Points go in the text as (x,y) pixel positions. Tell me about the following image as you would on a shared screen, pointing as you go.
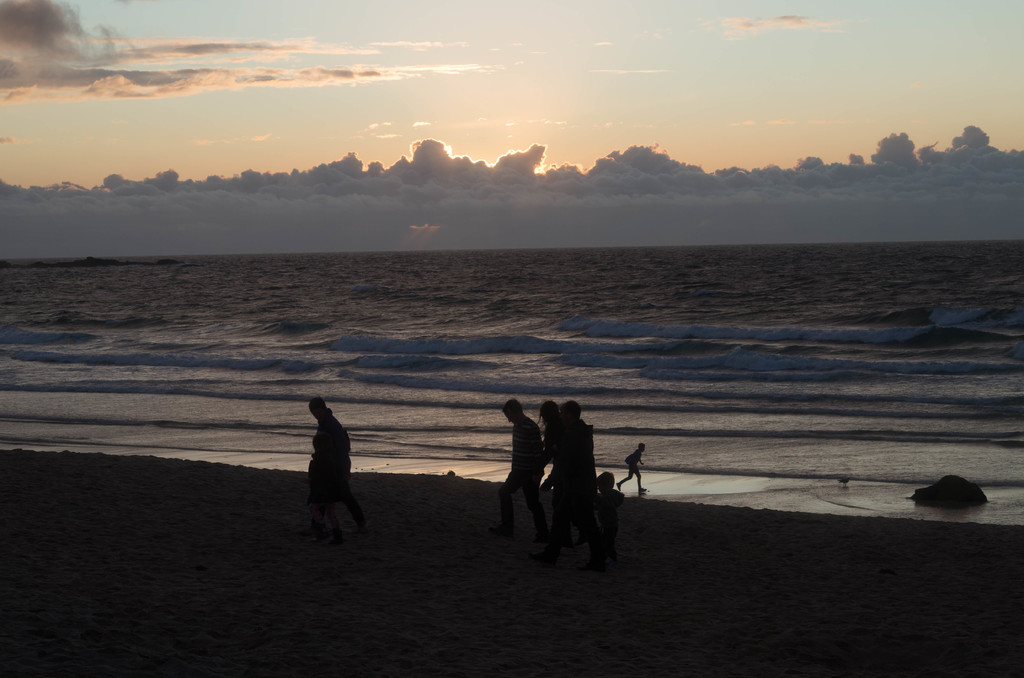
In this picture there is a group of persons (555,531) walking on the seaside (530,544). Behind we can see the water waves (309,402) and above a sky (533,141) with some clouds (541,184).
